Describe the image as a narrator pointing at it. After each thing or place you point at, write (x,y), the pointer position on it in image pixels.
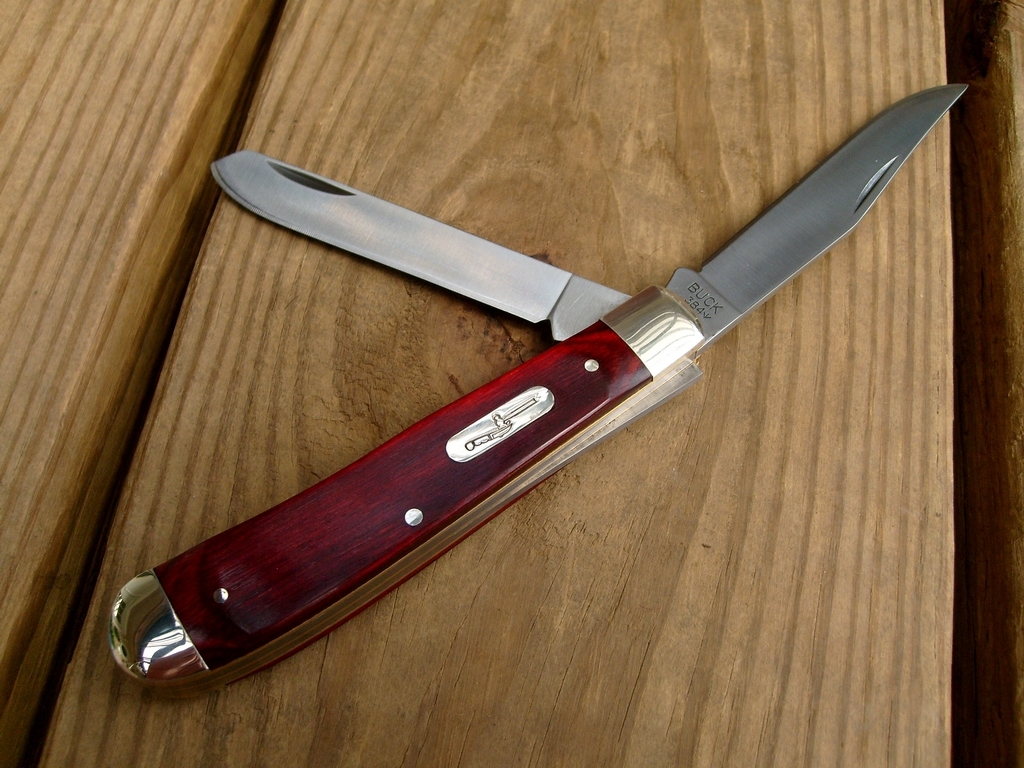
In this picture we can see a knife (600,422).
